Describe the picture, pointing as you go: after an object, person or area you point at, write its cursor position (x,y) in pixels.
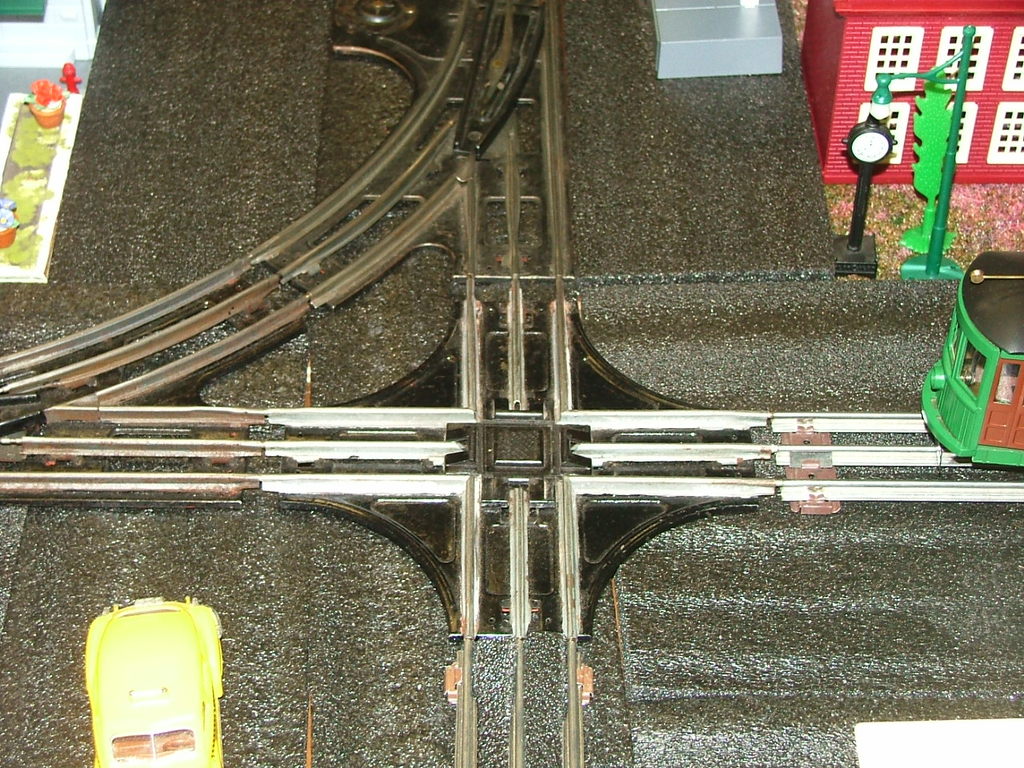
In this picture, we see a toy train (966,379) in green color is moving on the miniature railway tracks (451,442). At the bottom (490,685), we see the road (88,603) and the toy car (133,678) in yellow color. In the right top (922,133), we see the pole (942,270), tree (921,147) and a street light (938,234). Behind that, we see a building (840,71) in red color and it might be a station (857,81). Beside that, we see a grey color object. On the left side (45,82), we see the toys (34,133). In the left top (79,12), we see an object (91,43) in white color.
